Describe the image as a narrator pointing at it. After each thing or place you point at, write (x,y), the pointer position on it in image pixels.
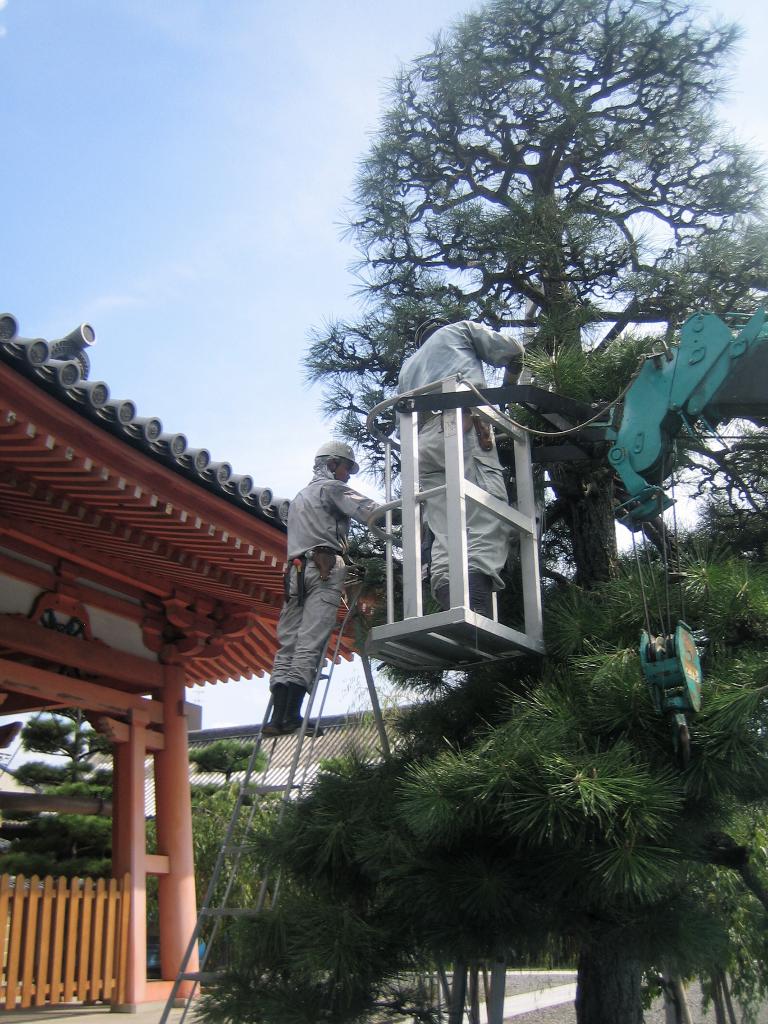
In the center of the image (503,496) we can see two people (369,514) wearing uniform (461,364). One person (477,421) is standing in a metal cage (468,596) attached to a crane arm (638,437). One person (324,548) is wearing a helmet (349,452) and standing on the ladder (324,693) placed on the ground (440,1023). In the background (123,451), we can see a building (193,544) with a fence (16,965), group of poles (141,927), group of trees (482,810) and the sky (214,268).
